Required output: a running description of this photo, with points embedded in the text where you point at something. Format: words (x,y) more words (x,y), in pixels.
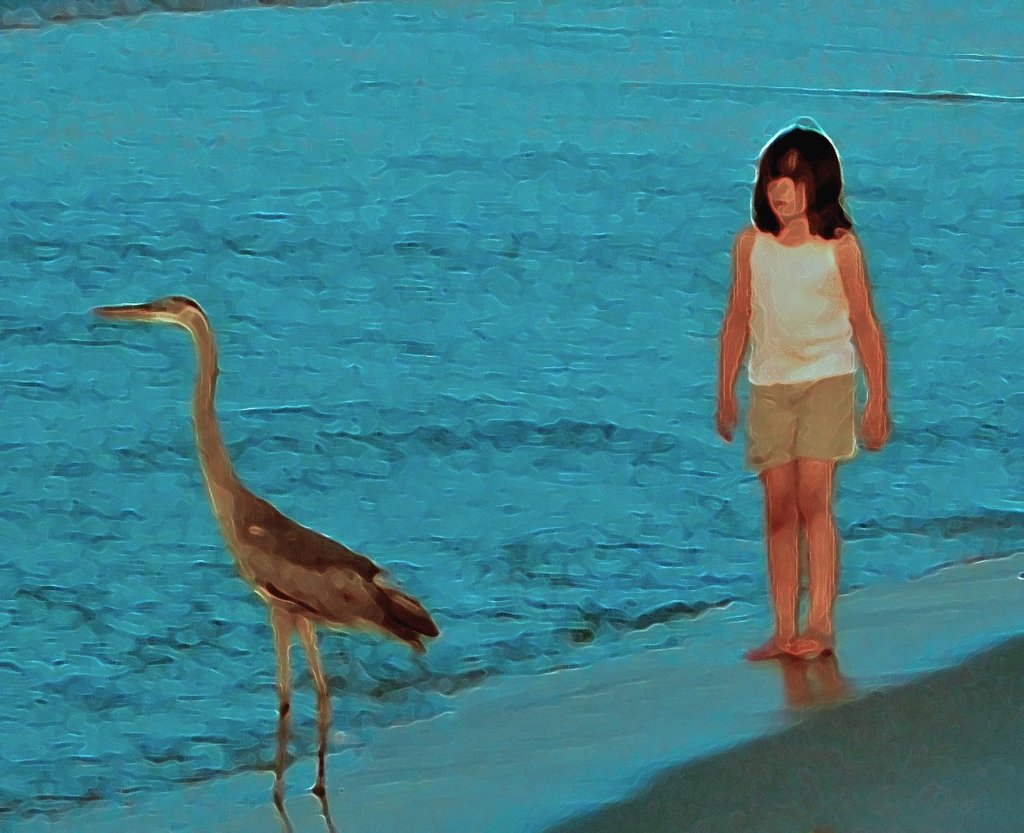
In this image, it looks like a painting, we can see an animal (287,565) and a girl (786,540) standing.
